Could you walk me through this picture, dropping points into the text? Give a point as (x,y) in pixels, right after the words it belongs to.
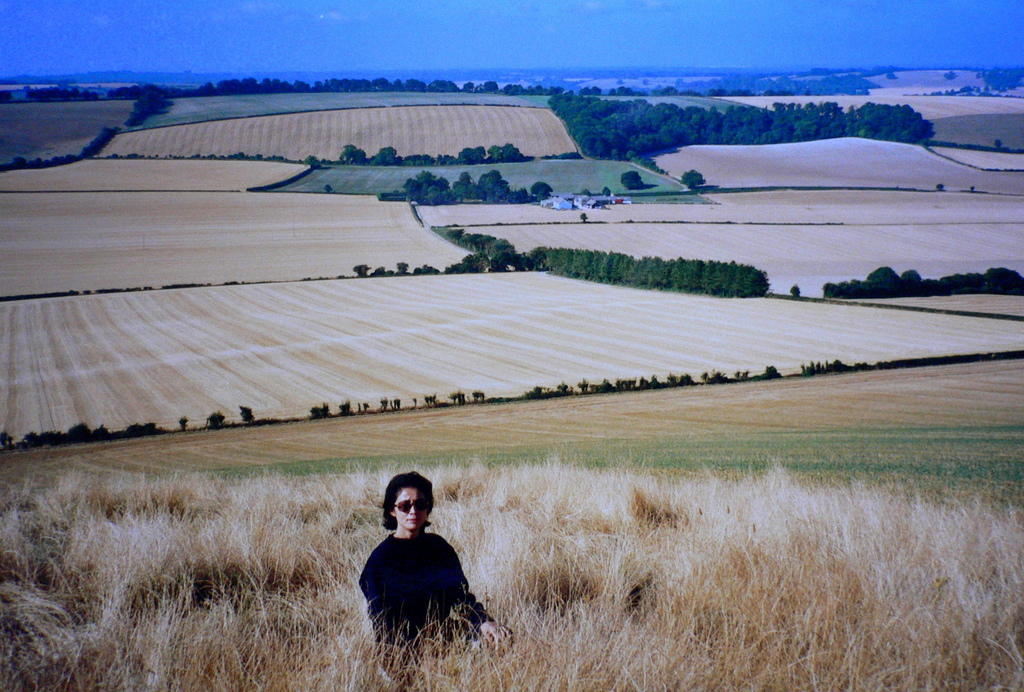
There is one person (432,588) standing in the grassy area (546,534) as we can see at the bottom of this image (522,555). There are some trees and agricultural land (633,301) in the middle of this image (605,293), and there is a sky (533,54) at the top of this image (499,14).
